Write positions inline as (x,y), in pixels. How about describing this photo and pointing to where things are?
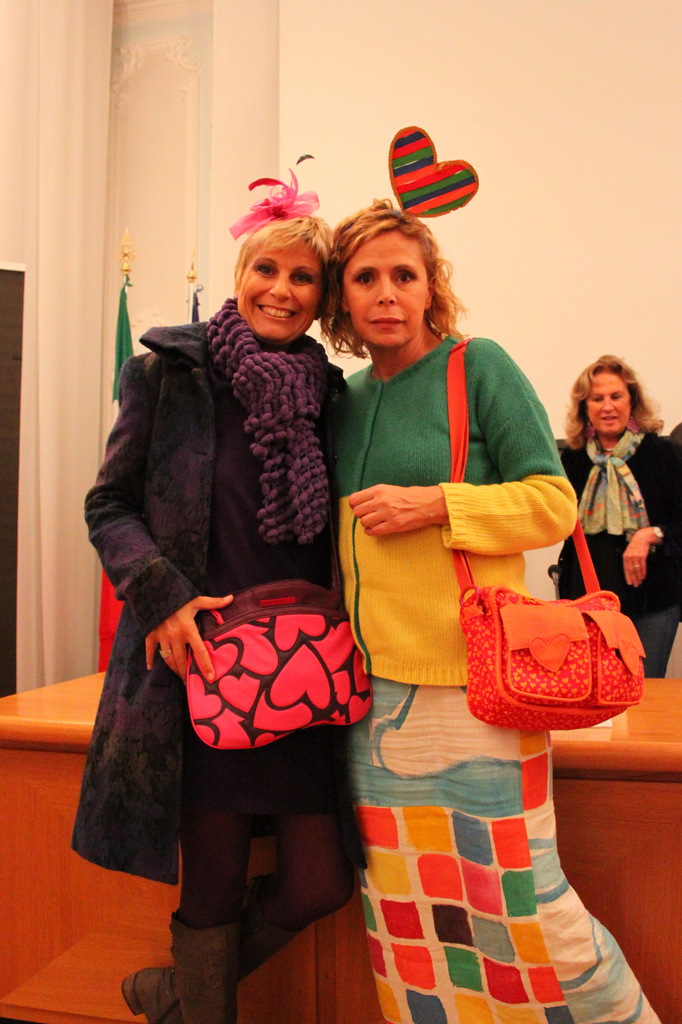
In this image I see 2 women (642,1018) who are holding bags (541,619) and this woman (286,473) is smiling. In the background (70,716) I see the flags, a table (0,701) and another woman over here and the wall (639,345).
